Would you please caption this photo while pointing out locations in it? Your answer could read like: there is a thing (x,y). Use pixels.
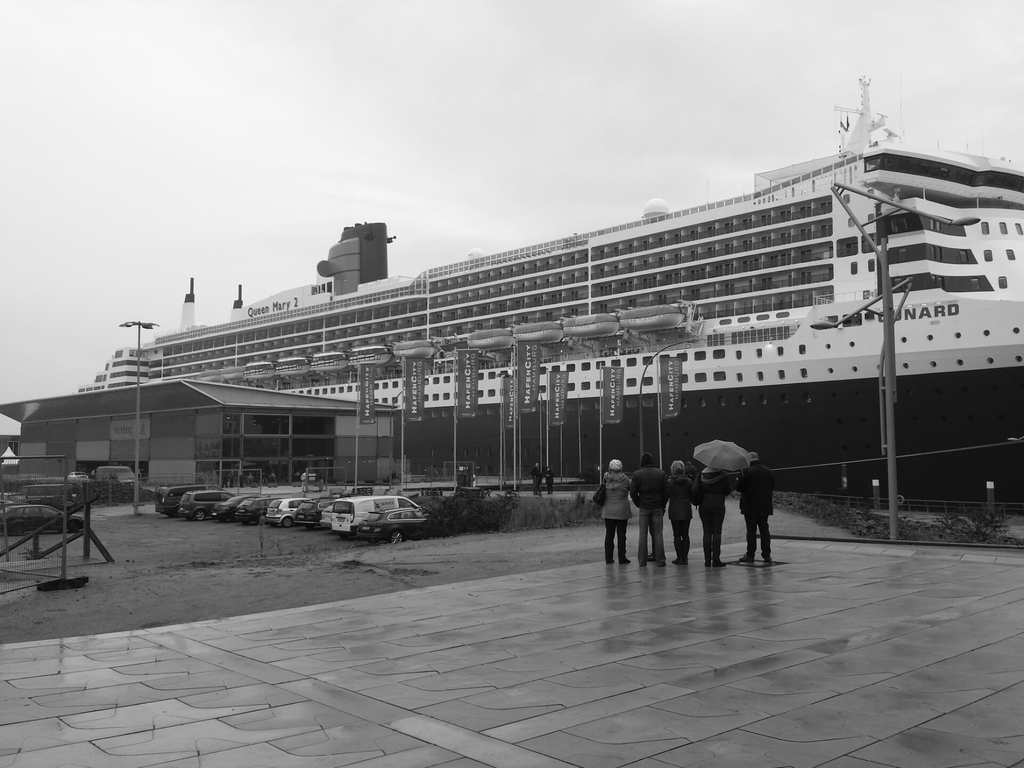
In this image there are a few people (624,498) standing and there are a few vehicles (350,514) parked in front of the building (287,412), there are poles (601,414), banners (418,395) and railing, behind that there is a huge ship (663,295) on the river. In the background (421,128) there is the sky (359,143).
